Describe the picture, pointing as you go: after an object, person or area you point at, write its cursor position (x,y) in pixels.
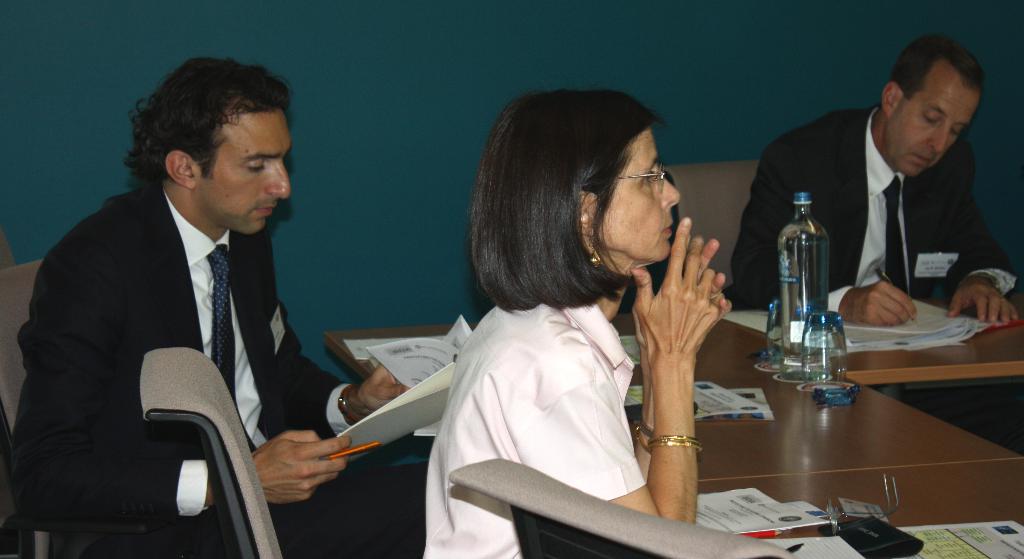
In this picture, we see a woman (504,322) and two men (250,281) are sitting on the chairs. The man (272,395) on the left side (338,386) is holding a pen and the papers (427,387) in his hands (316,460). In front of them, we see a table (778,468) on which pens (776,535), papers (849,557), glasses (820,337), water bottle (800,339) and the books (866,327) are placed. The man (833,172) on the right side (816,220) is holding a pen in his hand (868,293) and he is writing something in the book (915,323). In the background (453,176), we see a wall (342,145) in blue color.
